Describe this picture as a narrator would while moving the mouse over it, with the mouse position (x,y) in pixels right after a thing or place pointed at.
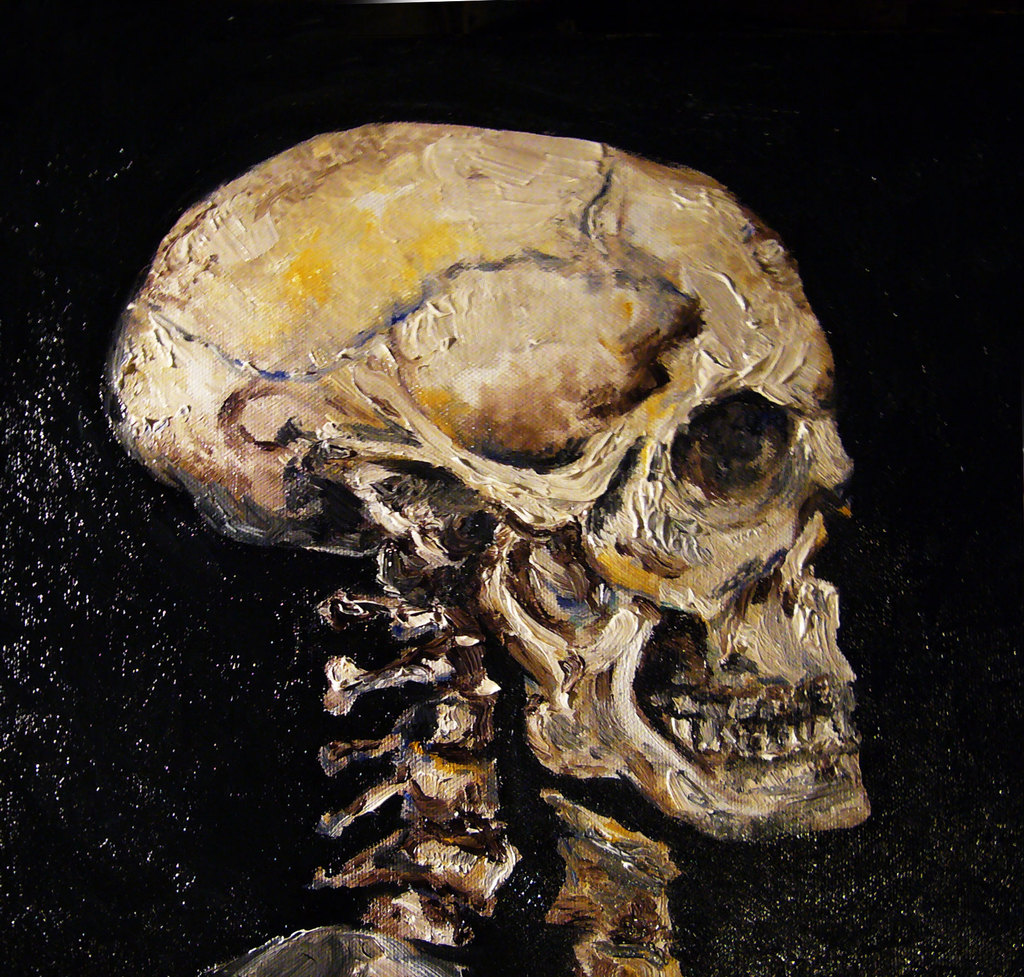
This is the picture of the painting (563,453). In this picture, we see the skeleton (656,574) of the human (548,598). In the background (322,79), it is black in color.
